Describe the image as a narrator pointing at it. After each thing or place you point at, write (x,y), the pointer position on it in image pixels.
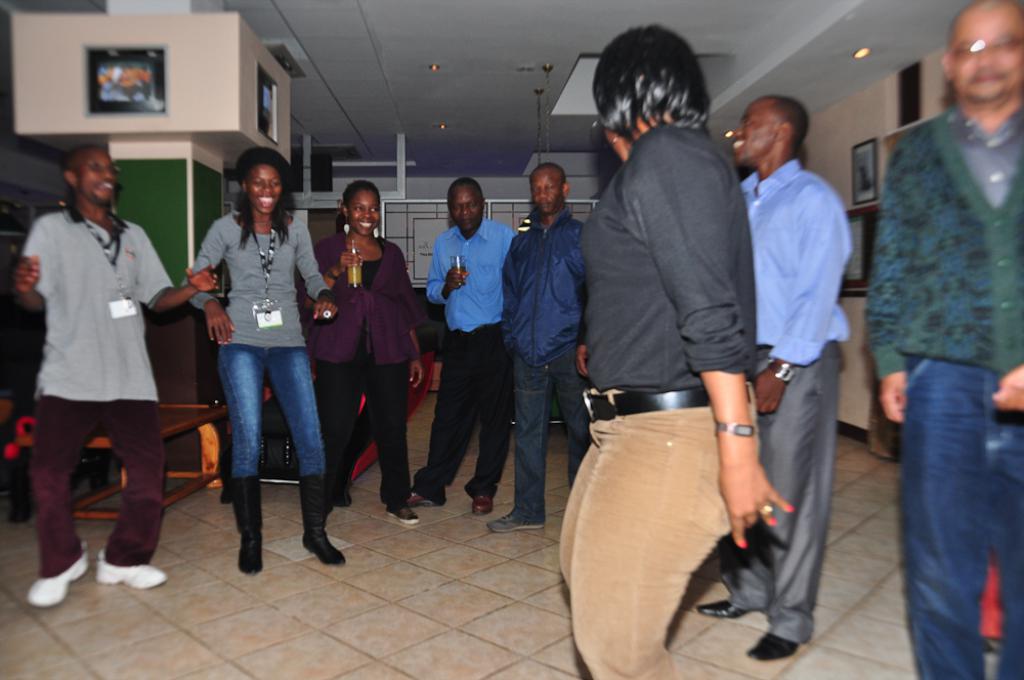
In this picture we can see a group of people (591,452) on the floor (350,618) and some people (364,311) are smiling and at the back of them we can see a table (166,412), frames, lights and some objects (309,198).
